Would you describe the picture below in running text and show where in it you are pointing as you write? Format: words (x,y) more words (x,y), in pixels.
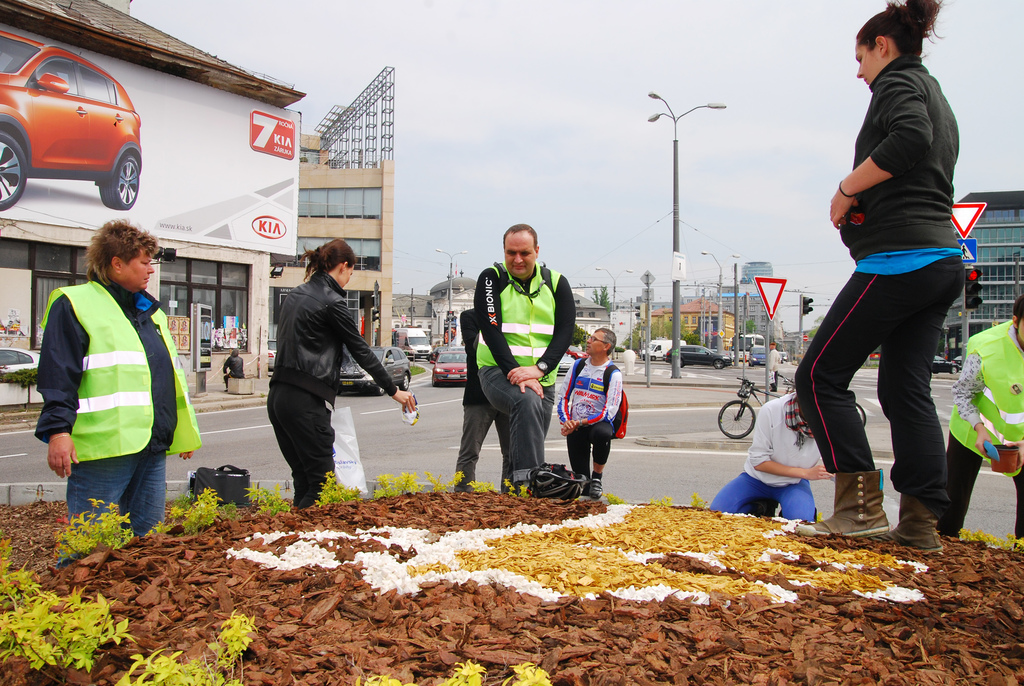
In this image I can see group of people (983,422) standing and I can also see few vehicles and I can see few buildings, light poles (450,254), traffic signals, buildings (978,312) and the sky (563,151) is in white and blue color. In front (694,668) I can see few plants (37,614) in green color and few objects (570,630) in brown, white and cream color.
